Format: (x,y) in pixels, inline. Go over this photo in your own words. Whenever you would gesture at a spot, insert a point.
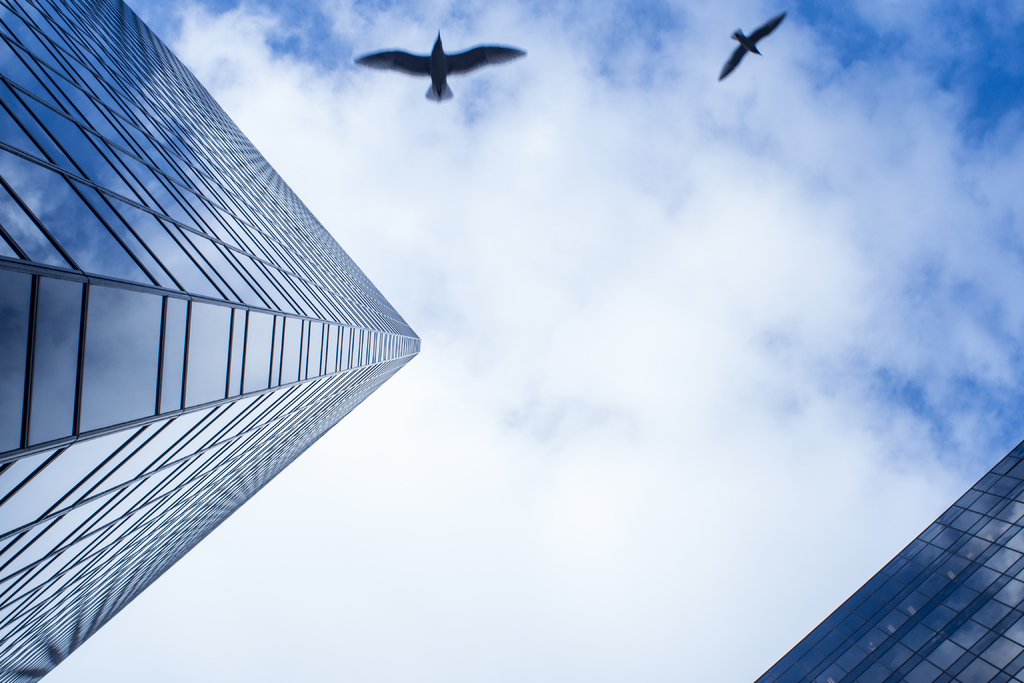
In this image we can see two buildings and birds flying in the sky (606,394). The sky (705,449) looks cloudy.
